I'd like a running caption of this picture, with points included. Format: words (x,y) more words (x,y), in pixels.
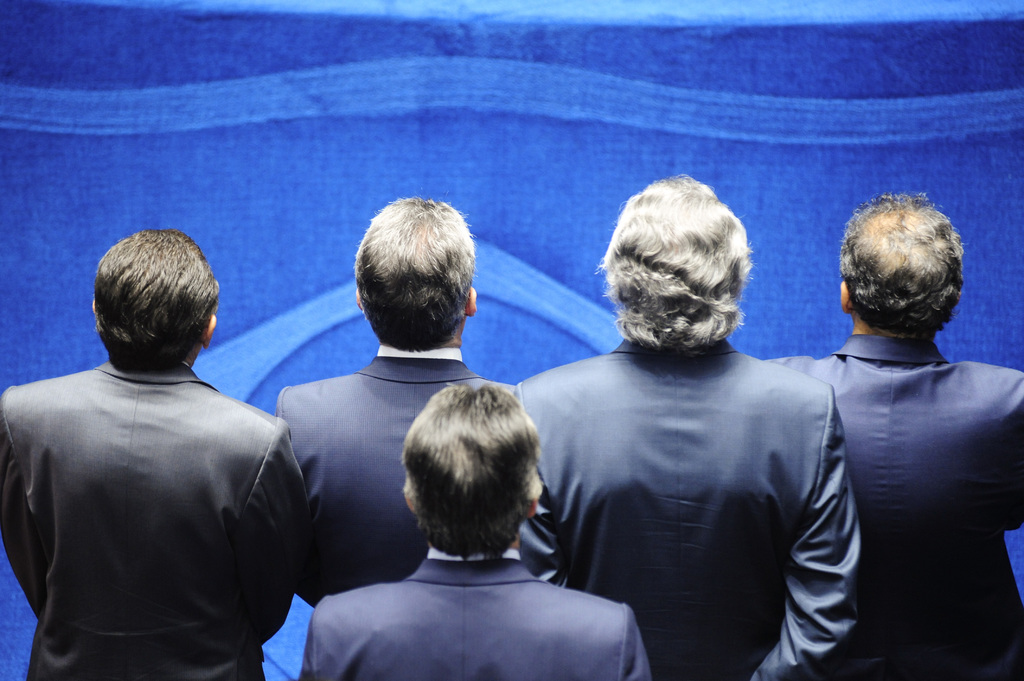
In this image at the bottom (610,476) there are a group of people (730,547) who are standing, and in the background (268,180) there is a wall (268,192).
